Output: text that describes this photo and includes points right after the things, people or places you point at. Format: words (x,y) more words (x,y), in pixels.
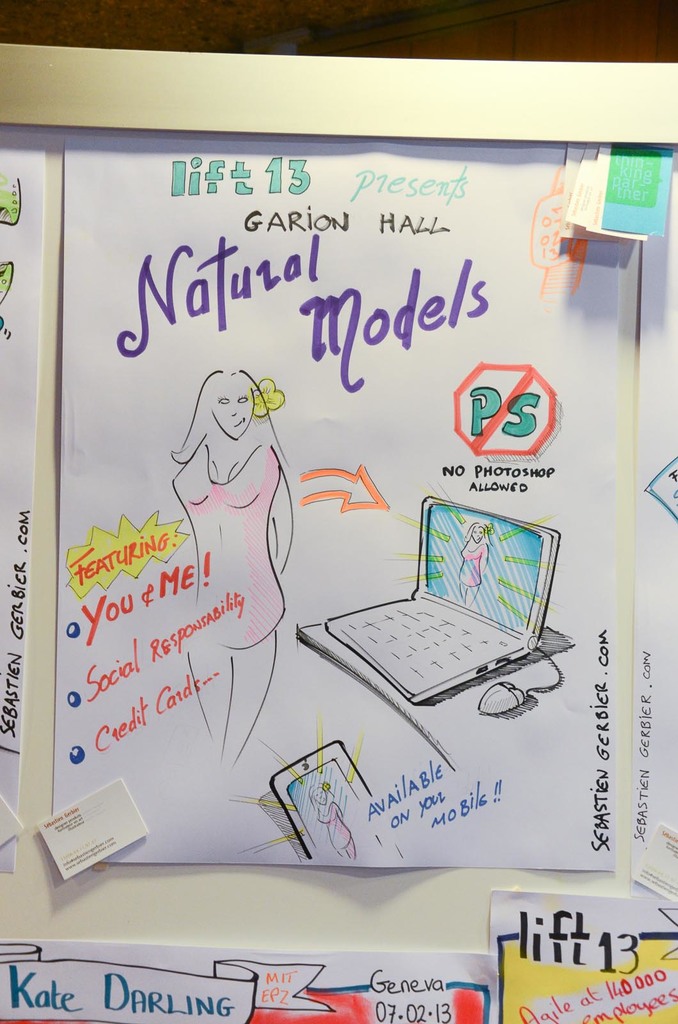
This picture shows a notice board (572,112) where papers (638,868) are pinned to it.
